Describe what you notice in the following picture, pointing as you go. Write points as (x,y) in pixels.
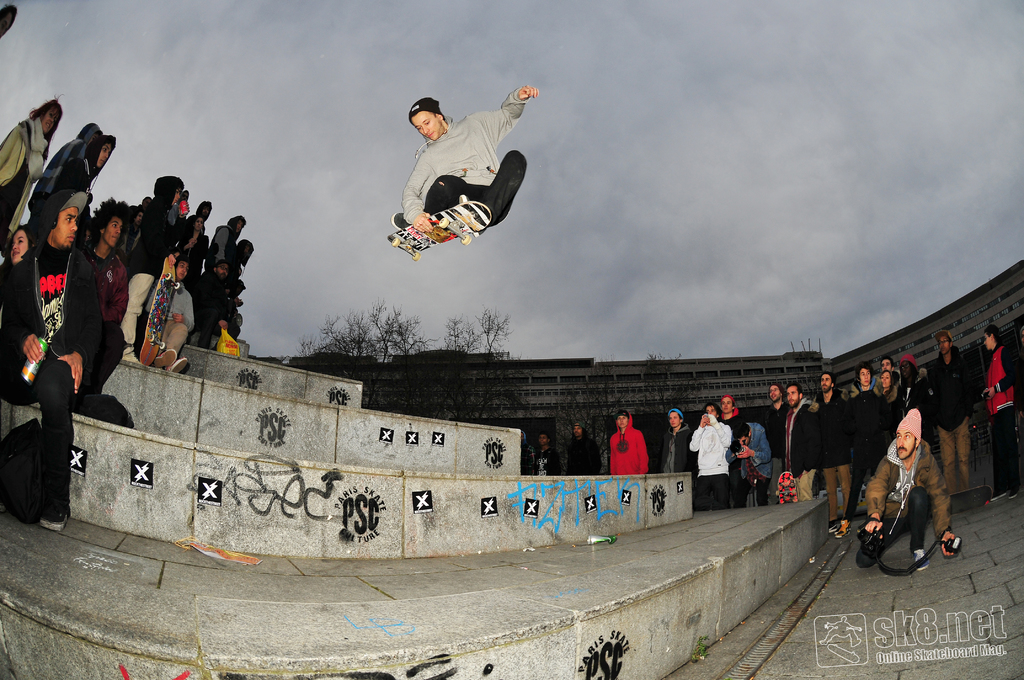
In this image I can see the person (425,197) with the skateboard (430,238). The person (508,212) is wearing the ash and black color dress (442,177). To the side i can see the group of people (745,449) with different color dresses (79,258). In the back (429,401) there are trees (470,401), building (384,401), clouds (578,186) and the sky (554,123).
